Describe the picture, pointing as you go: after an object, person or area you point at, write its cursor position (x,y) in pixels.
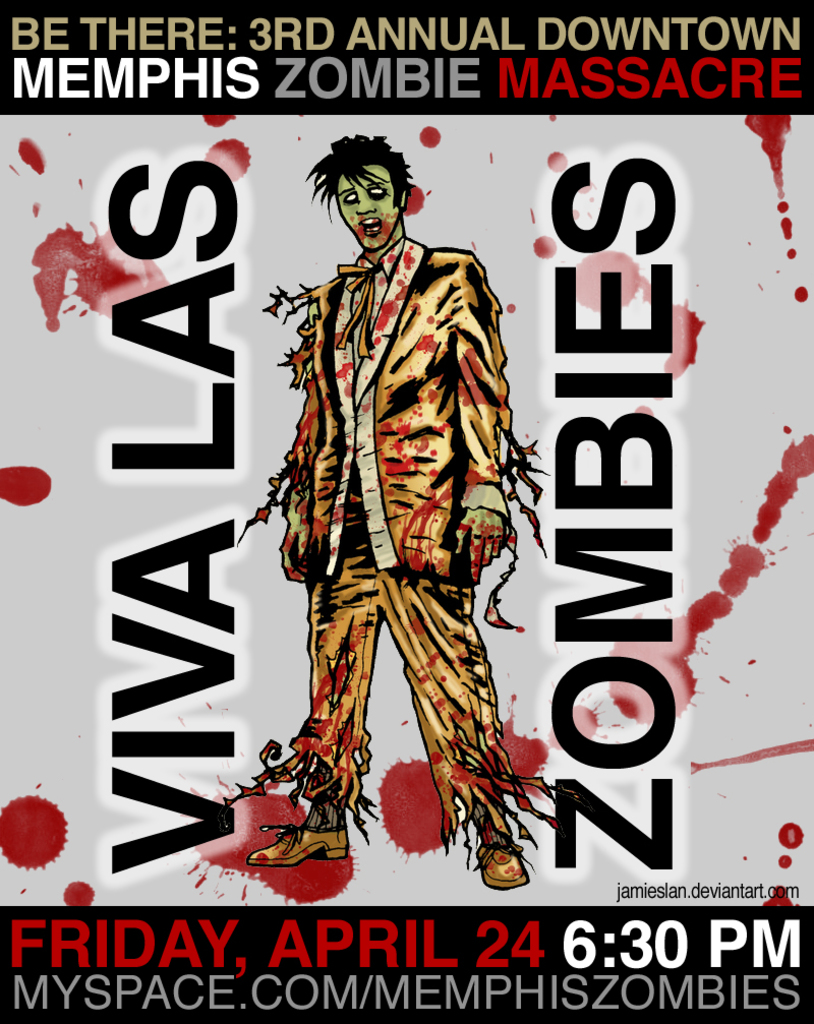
Here we can see a poster (598,739). On this poster (594,798) we can see picture (439,424) of a person (439,461) and text (588,243) written on it.
